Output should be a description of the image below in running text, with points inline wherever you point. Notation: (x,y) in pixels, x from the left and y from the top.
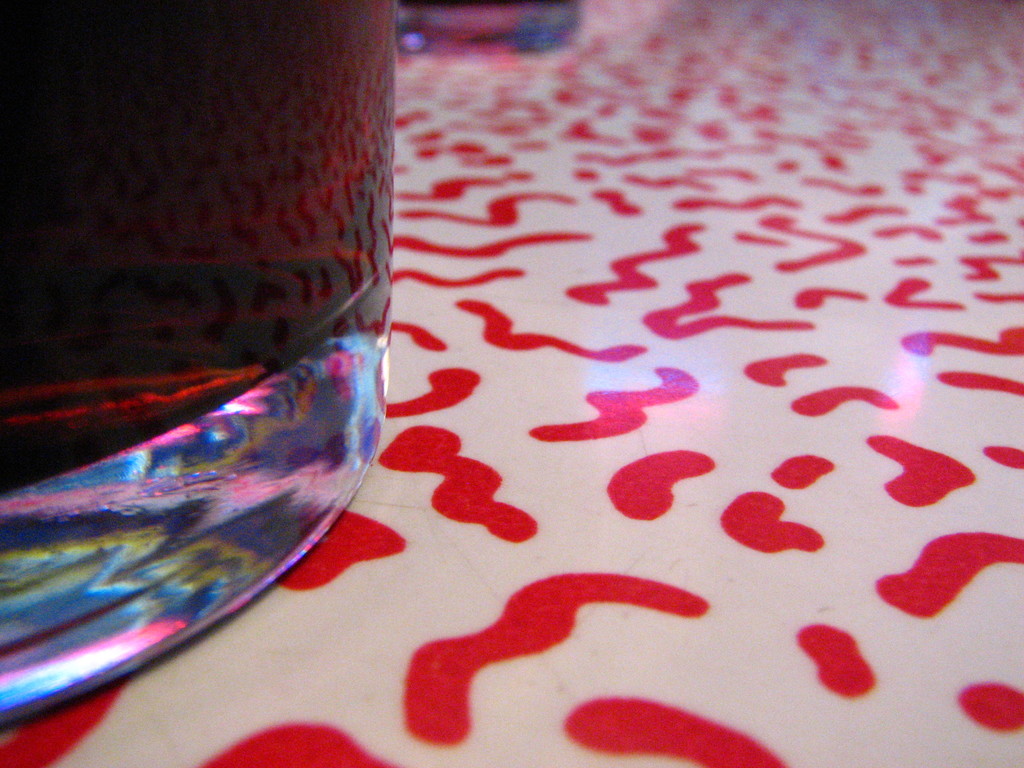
In this picture we can see a glass (210,392) on the left side (196,382), at the bottom (499,591) we can see printed design (727,299).
